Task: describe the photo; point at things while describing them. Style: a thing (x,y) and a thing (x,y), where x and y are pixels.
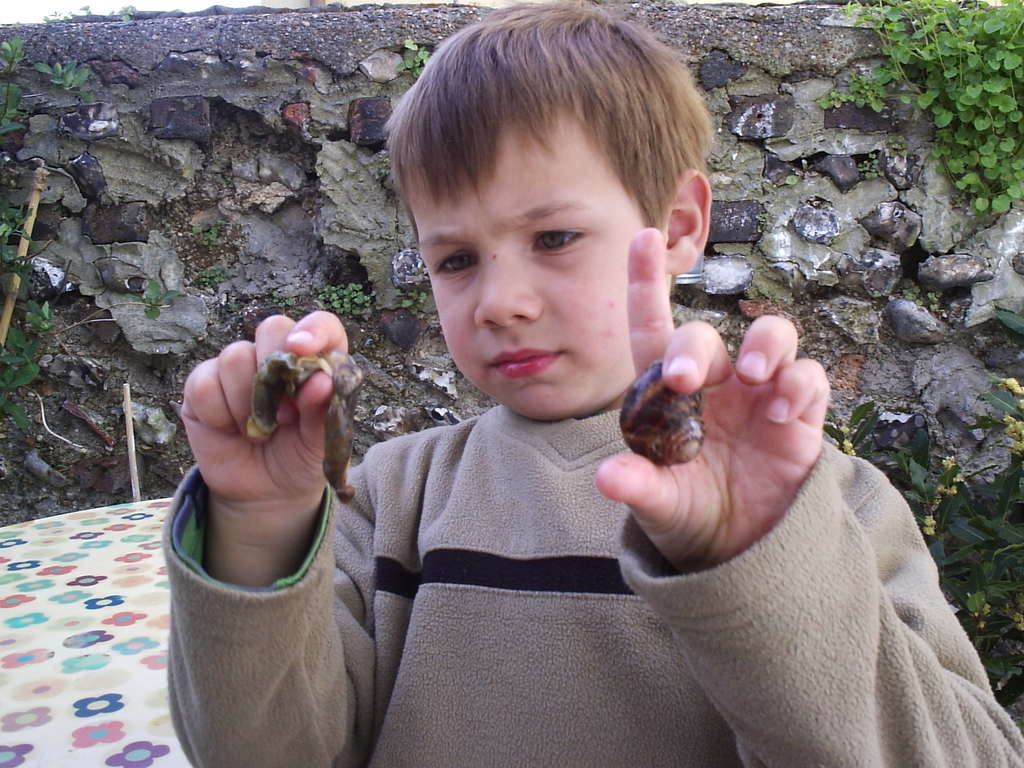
In this picture there is a kid (647,525) holding a snail (309,371) in one of his hand (314,455) and a snail shell (653,436) in his another hand (731,428) and there is a stone wall (789,188) behind him.
